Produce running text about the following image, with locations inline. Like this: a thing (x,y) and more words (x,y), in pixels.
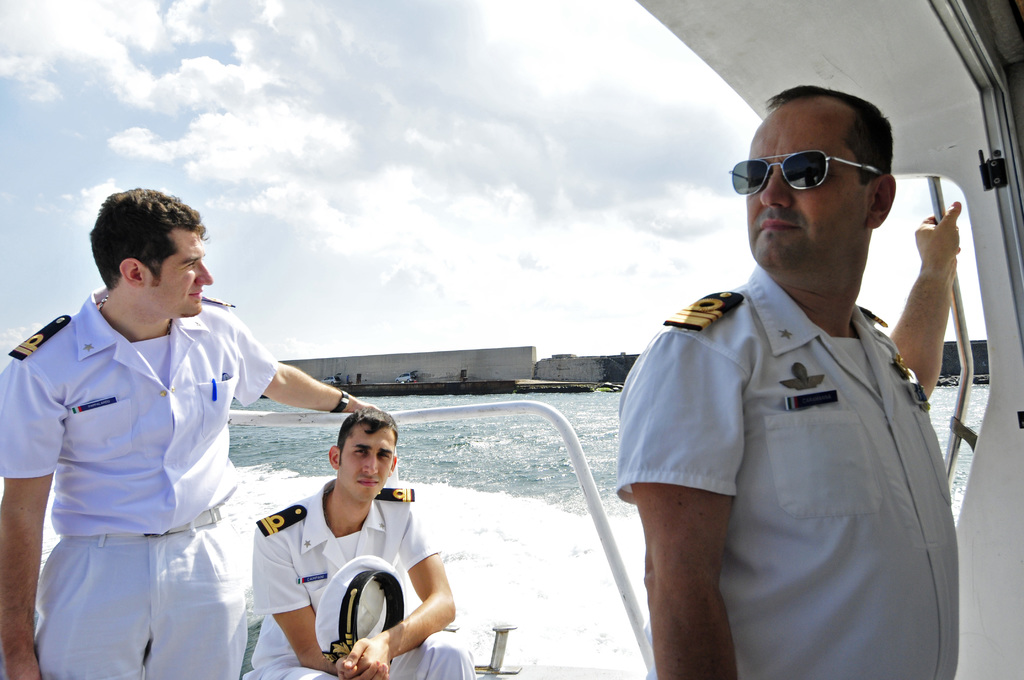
In this image, I can see a person (279,571) sitting and two persons (683,419) standing on a boat (638,611), which is on the water (512,546). In the background (417,394), I can see the vehicles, wall (534,348) and there is the sky (465,207).
